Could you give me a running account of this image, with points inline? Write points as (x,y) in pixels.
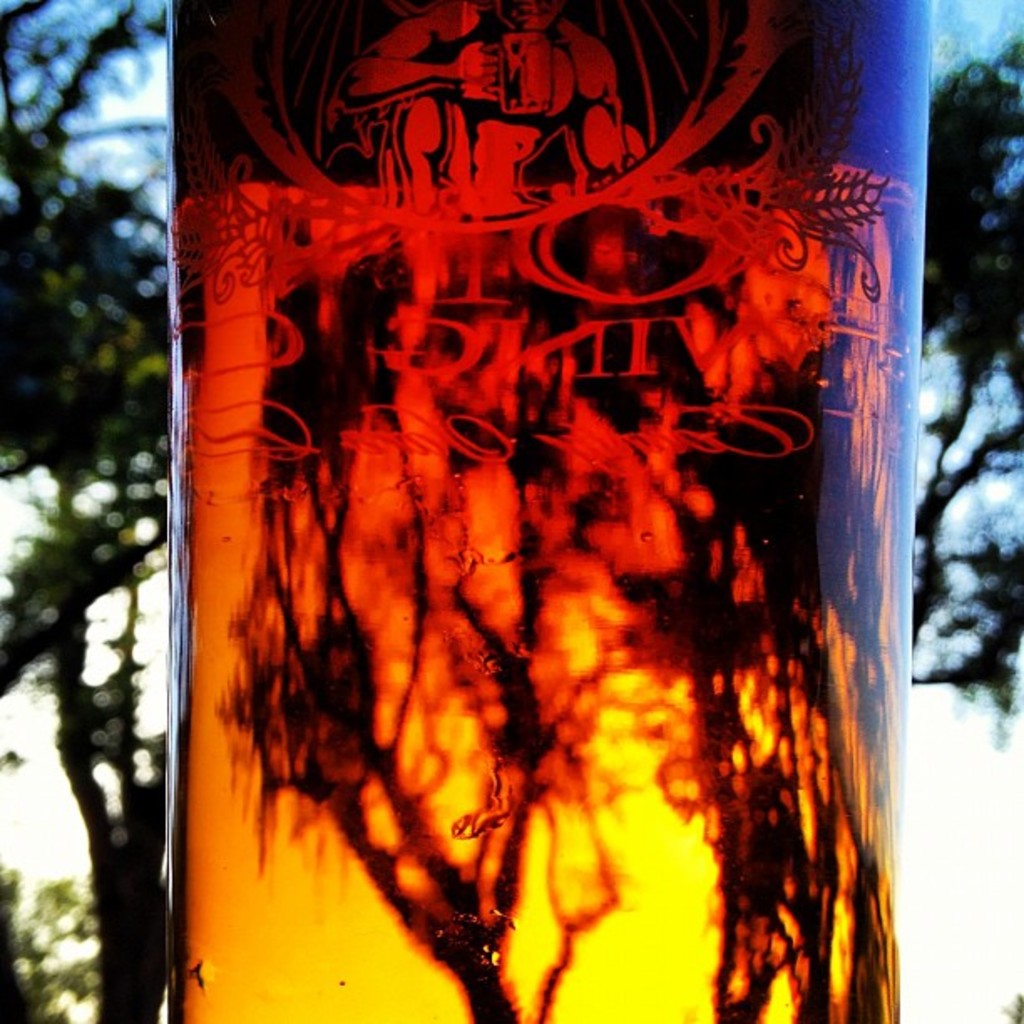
This picture is clicked outside. In the center (363,455) there is a glass material (183,815) seems to be a bottle (544,34) on which we can see the depiction (565,105) of a person (495,139) holding a mug (527,87) and we can see the art (714,348) on the bottle (522,544). In the background (992,60) we can see the sky (960,24) and the trees (977,295).
